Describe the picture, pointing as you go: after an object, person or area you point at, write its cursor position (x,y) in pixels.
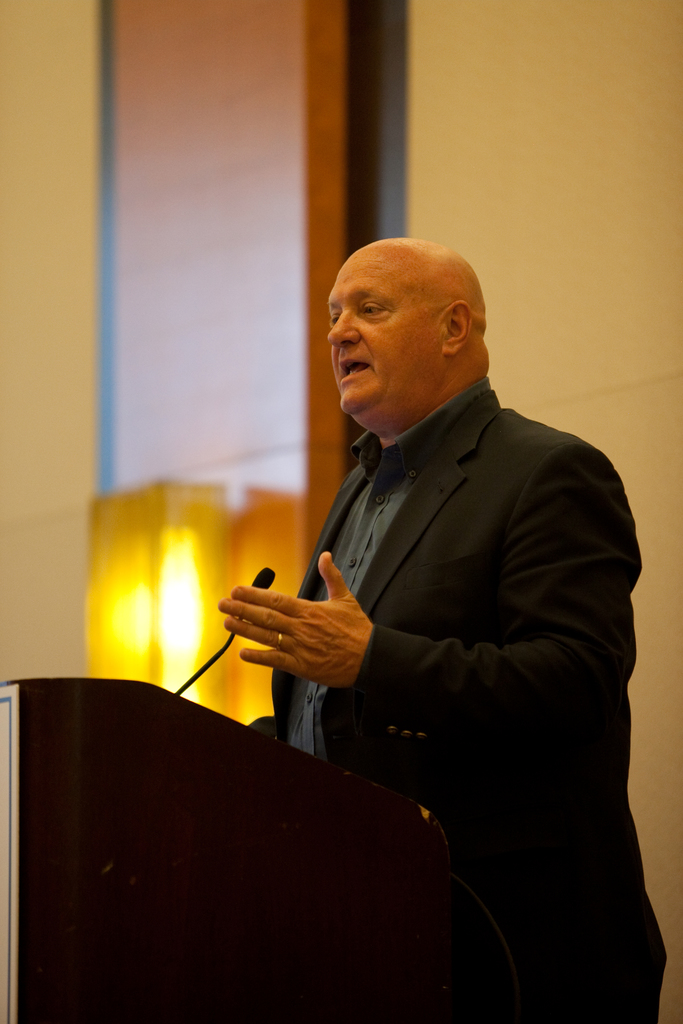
There is a person (334,641) wearing black suit (469,681) is speaking. In front of him there is a podium (134,761) with a mic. In the background (218,334) there is a wall (566,211) and light (164,537).
